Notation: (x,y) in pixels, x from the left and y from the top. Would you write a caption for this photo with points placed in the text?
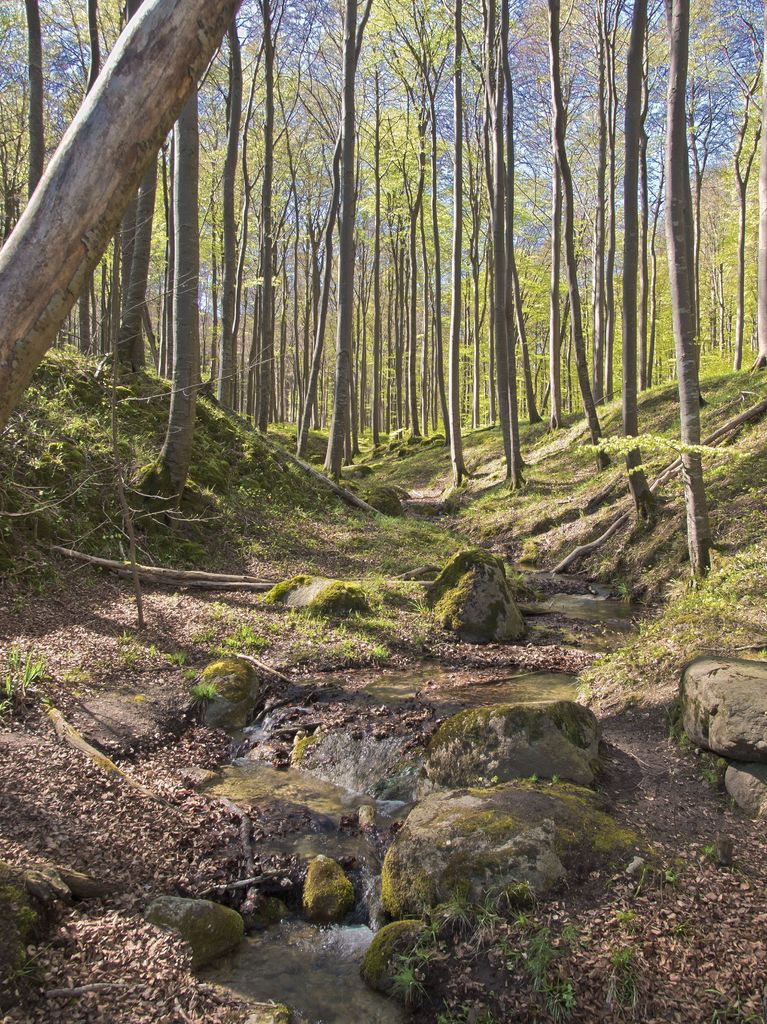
In this image, we can see many trees (344,303) and at the bottom (341,969), there is water (362,848) and we can see some rocks (483,815).
